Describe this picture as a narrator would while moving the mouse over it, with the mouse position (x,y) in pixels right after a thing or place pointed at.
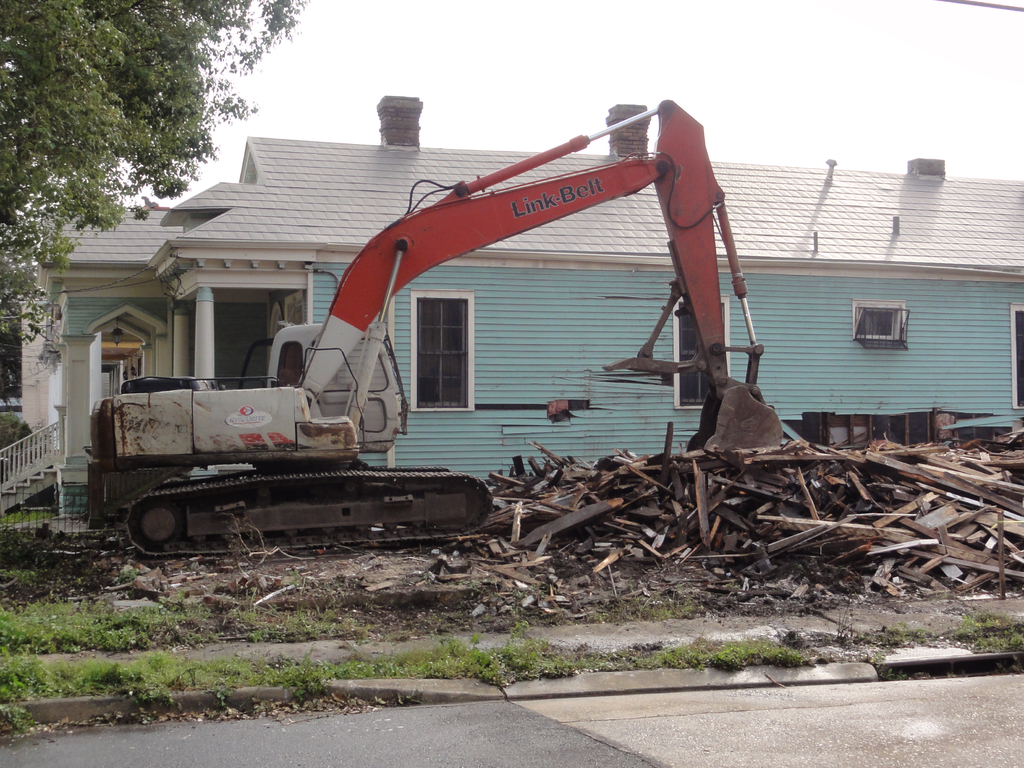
In the picture I can see house (285,272), vehicle (163,542), tree (31,151) and broken pieces (853,504) of wood (951,545).
